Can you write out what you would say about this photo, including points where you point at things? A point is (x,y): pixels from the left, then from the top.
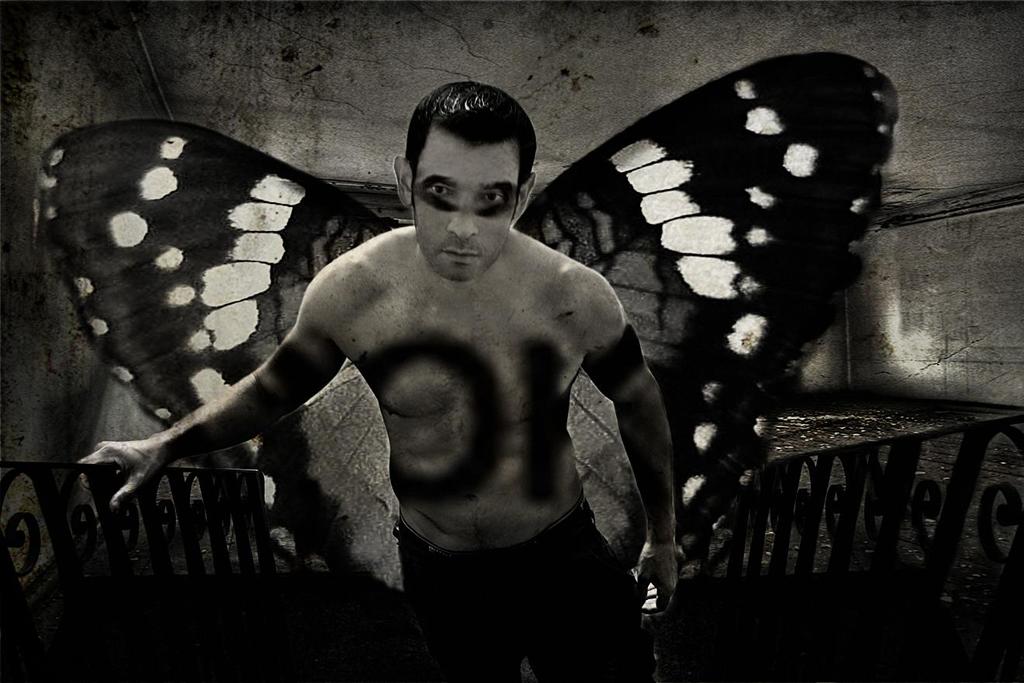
Here in this picture we can see a man (505,394) standing on a staircase (310,576) with railing (848,537) present on either side and we can see he is wearing butterfly wings (290,263) behind him and we can see some makeup (269,382) is done on to his body (453,441) and face (453,268) over there.
